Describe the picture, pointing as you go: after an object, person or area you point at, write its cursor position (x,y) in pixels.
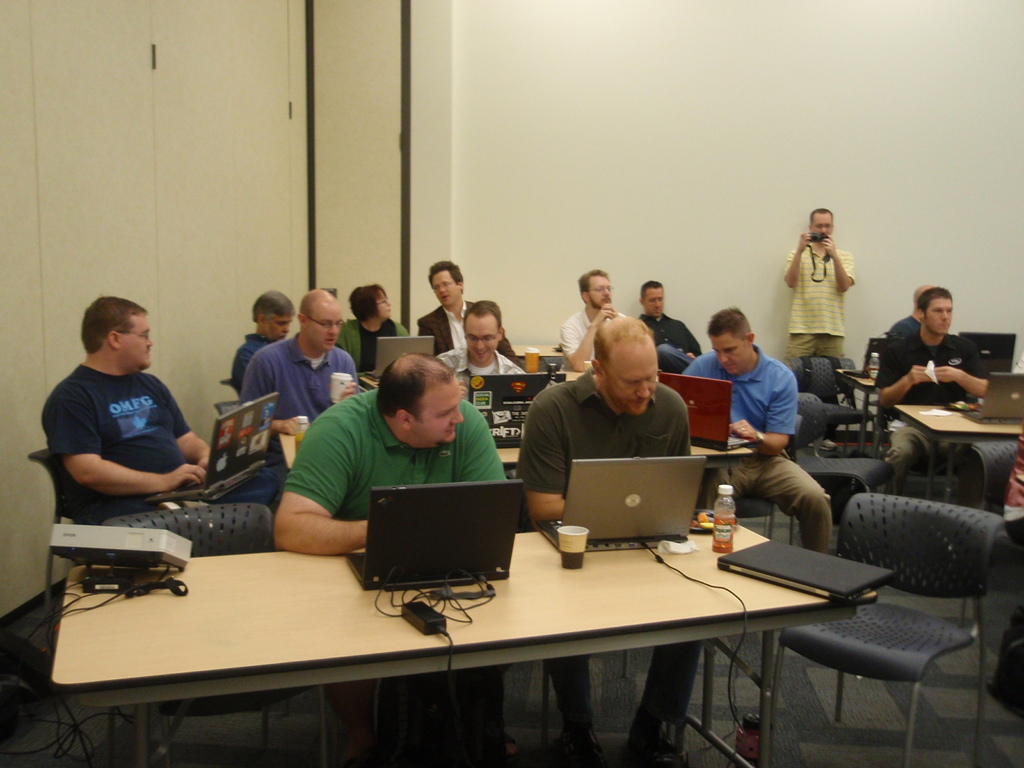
There are group of persons (646,353) sitting in chair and operating a laptop (603,462) and the person (789,280) wearing yellow shirt (827,290) is holding a camera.
